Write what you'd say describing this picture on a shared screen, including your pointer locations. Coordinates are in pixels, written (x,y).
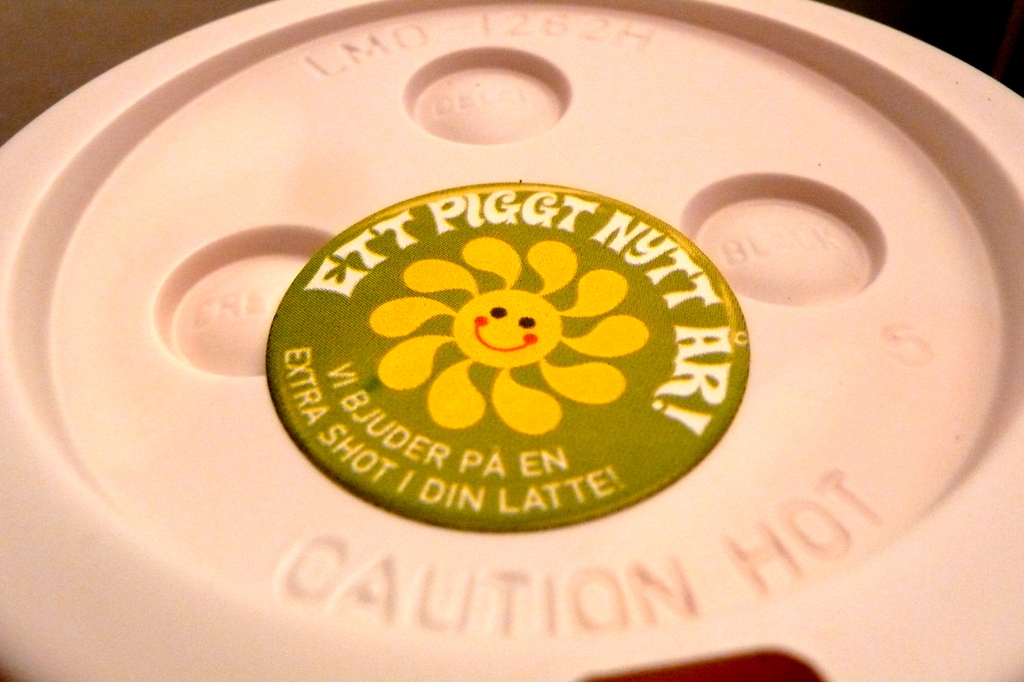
In this image we can see a label (492,376) on the object (258,178).
